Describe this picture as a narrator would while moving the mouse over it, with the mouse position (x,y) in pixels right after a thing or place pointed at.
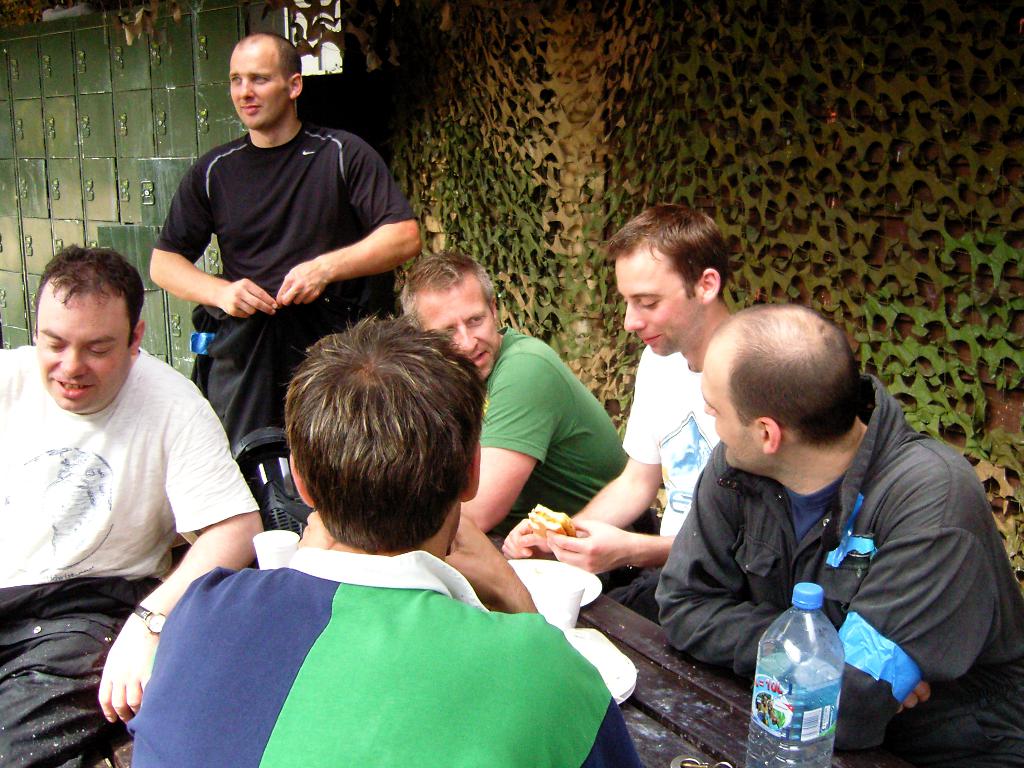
There are group of persons (349,535) sitting in front of a table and there is another person (374,237) wearing black shirt (312,204) is standing beside them and there are lockers (102,142) in the background (116,156).
